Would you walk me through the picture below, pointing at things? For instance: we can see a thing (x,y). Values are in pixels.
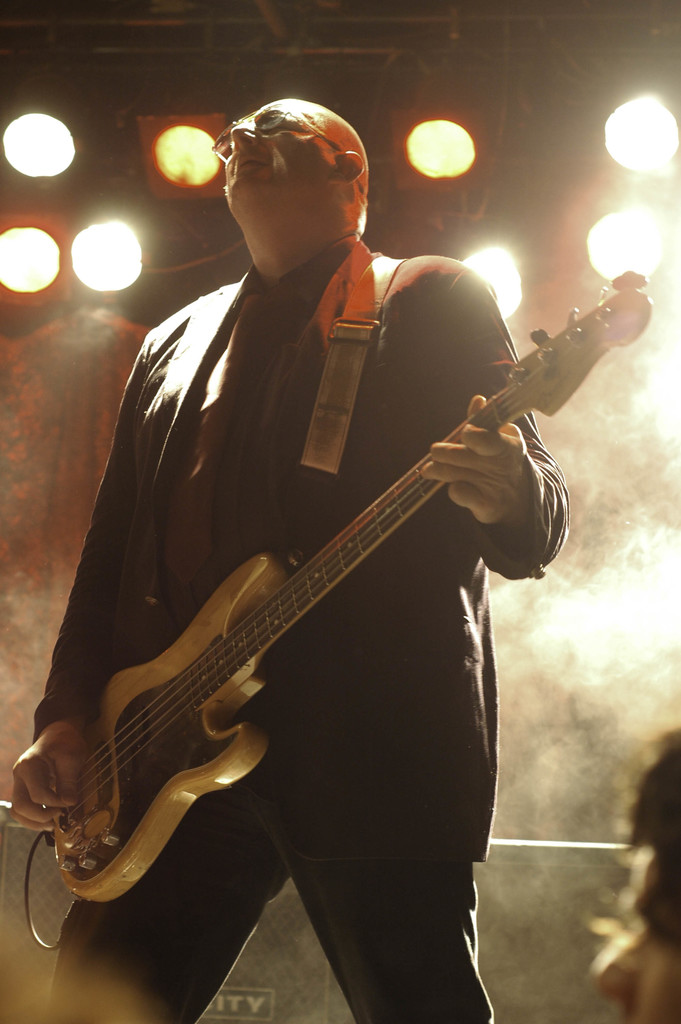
In this picture we can see a man (252,325) is playing guitar (177,673), in the background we can find couple of lights (454,182).
